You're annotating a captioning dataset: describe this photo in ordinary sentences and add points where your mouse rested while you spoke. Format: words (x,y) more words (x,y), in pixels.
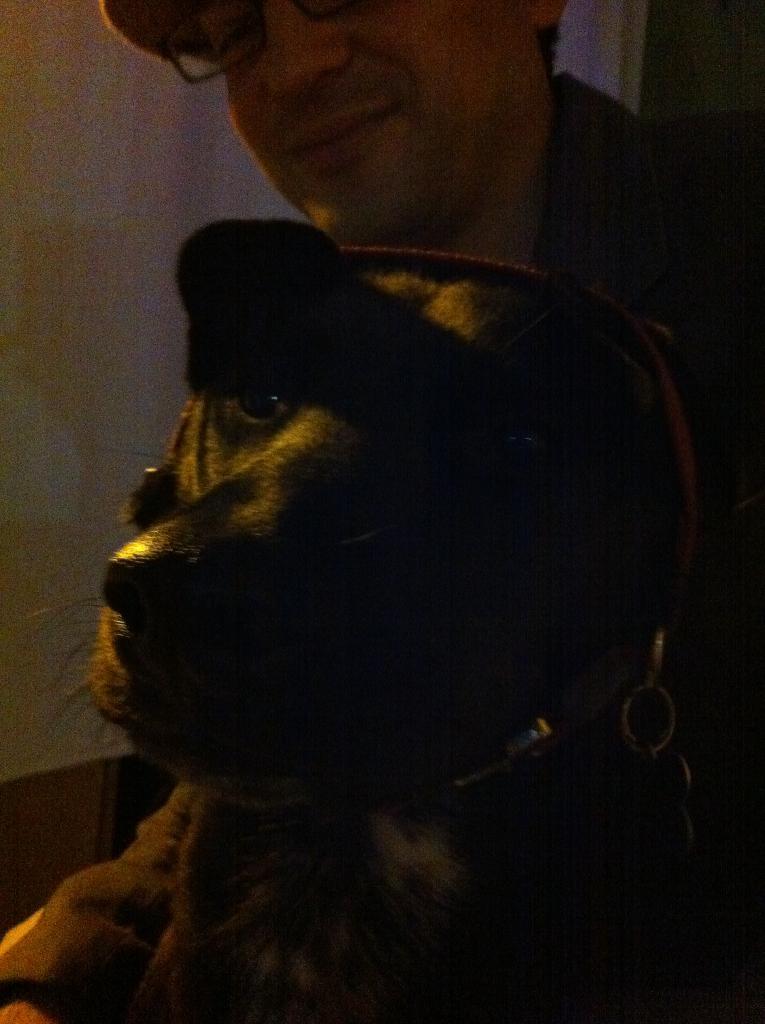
In this image we can see a dog (392,668) and a person (273,133). In the background of the image (46,756) there is a wall (135,183) and other objects (667,75).
